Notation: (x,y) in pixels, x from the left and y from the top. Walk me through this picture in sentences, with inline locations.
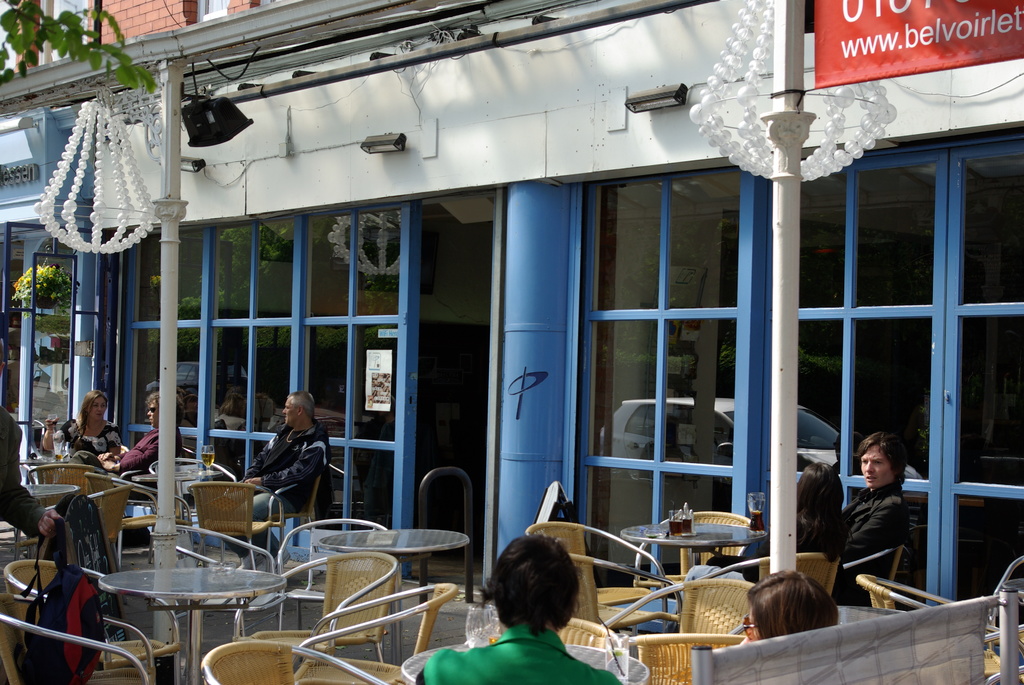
This is a store (564,300). Here we can see few persons (148,438) sitting on chairs (215,668) in front of a table (204,476) and on the table (192,470) we can see drinking glasses (204,457). This is a pot plant (24,291). This is a light (205,99). This is a board (872,10).
